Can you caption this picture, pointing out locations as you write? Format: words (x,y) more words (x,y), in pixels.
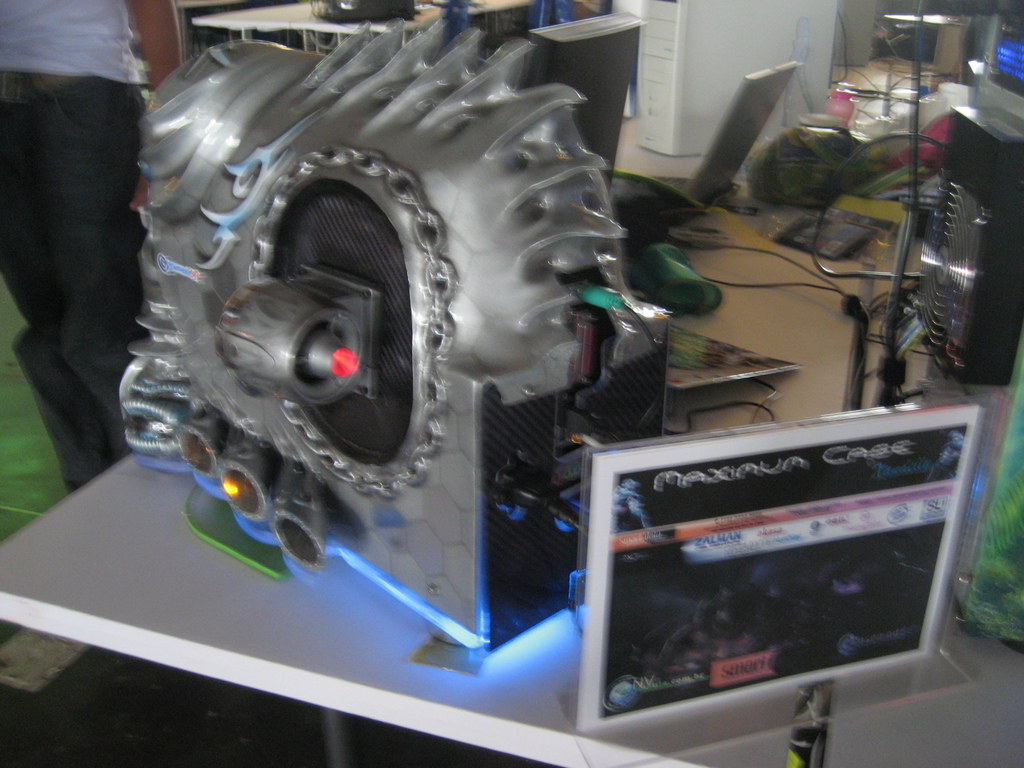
In this image, we can see some tables (844,353) with objects (760,98), devices (681,7) and wires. We can see the ground (62,707) and a person (103,268) on the left (103,268). We can also see a poster (697,592) with some images (655,674) and text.
